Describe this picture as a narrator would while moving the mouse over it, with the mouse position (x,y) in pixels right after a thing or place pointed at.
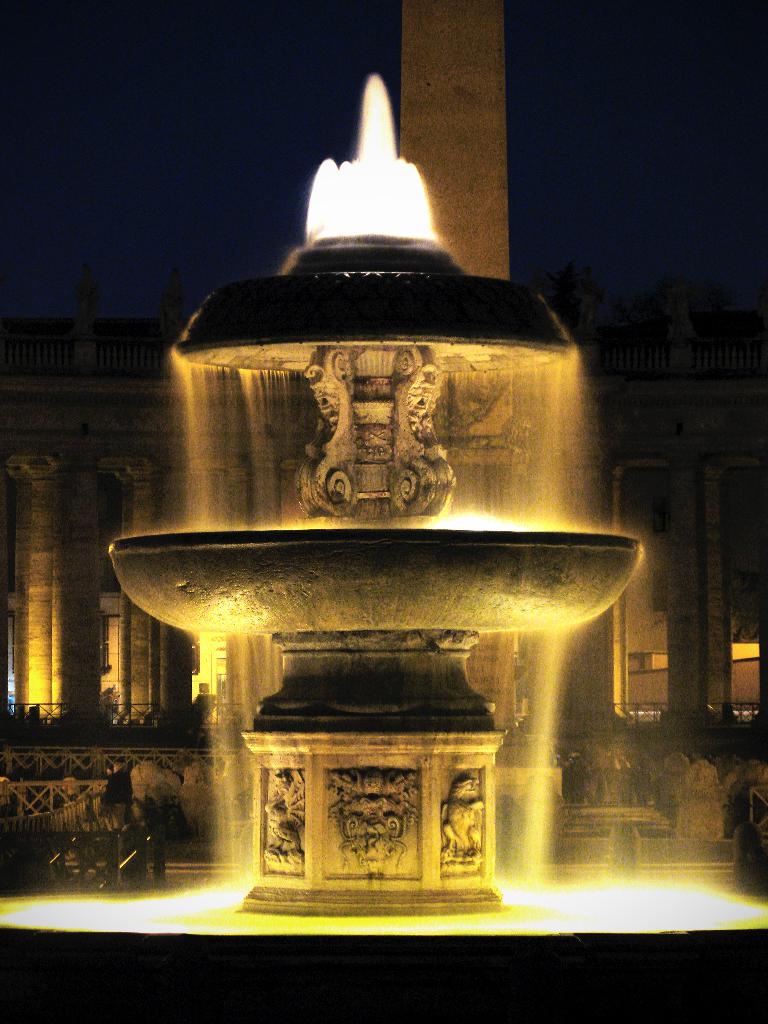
In the image there is a beautiful fountain (352,443) in front of a building (743,355) and it is captured in night time.
